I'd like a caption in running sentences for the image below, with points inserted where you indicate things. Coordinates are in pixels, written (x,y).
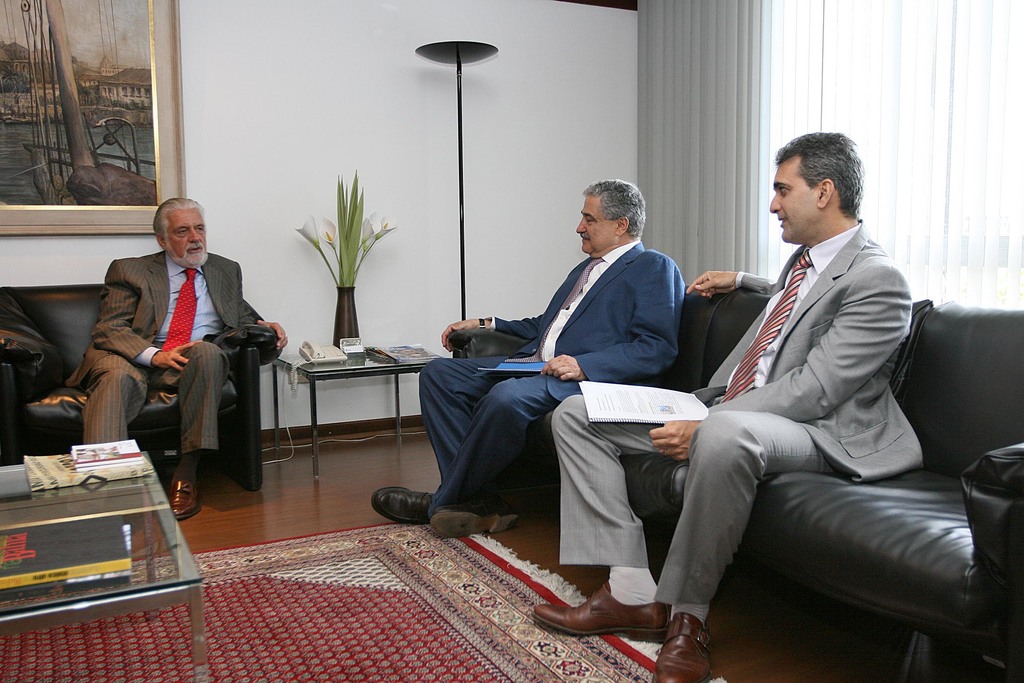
In the center of the picture (679,383) there is a couch (781,502), on the couch (774,489) there are two people (567,432) sitting. In the center of the background (319,359) there are flowers (349,256), lamp (475,51), telephone (326,345), paper (411,349), cable (291,446) and a desk (325,376). On the right (946,74) there is a window (861,51) and a window blind (863,101). On the left (61,491) there are desk (61,491), couch (77,325) and a frame (117,190). On the desk (102,509) there are books (70,478). On the couch (79,358) there is a man (198,359) sitting.
